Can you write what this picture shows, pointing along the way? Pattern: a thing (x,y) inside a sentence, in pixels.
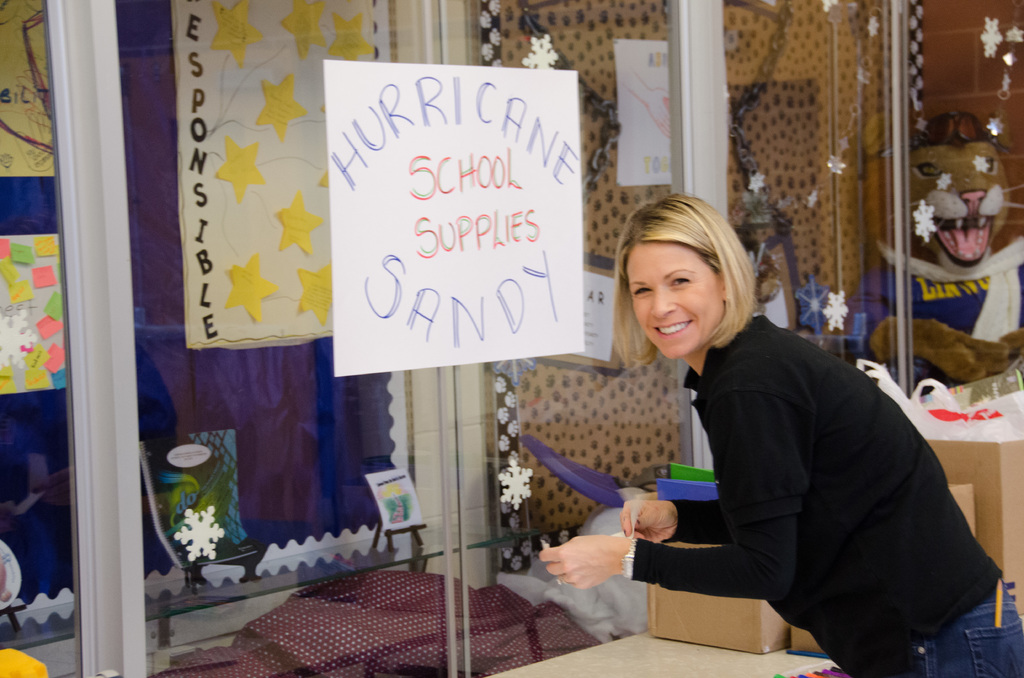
In this image, we can see a lady (691,387) standing and smiling and there are posters (430,349) placed on the glass door (437,456) and we can see many stickers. At the bottom (735,621), we can see some boxes (717,633).
